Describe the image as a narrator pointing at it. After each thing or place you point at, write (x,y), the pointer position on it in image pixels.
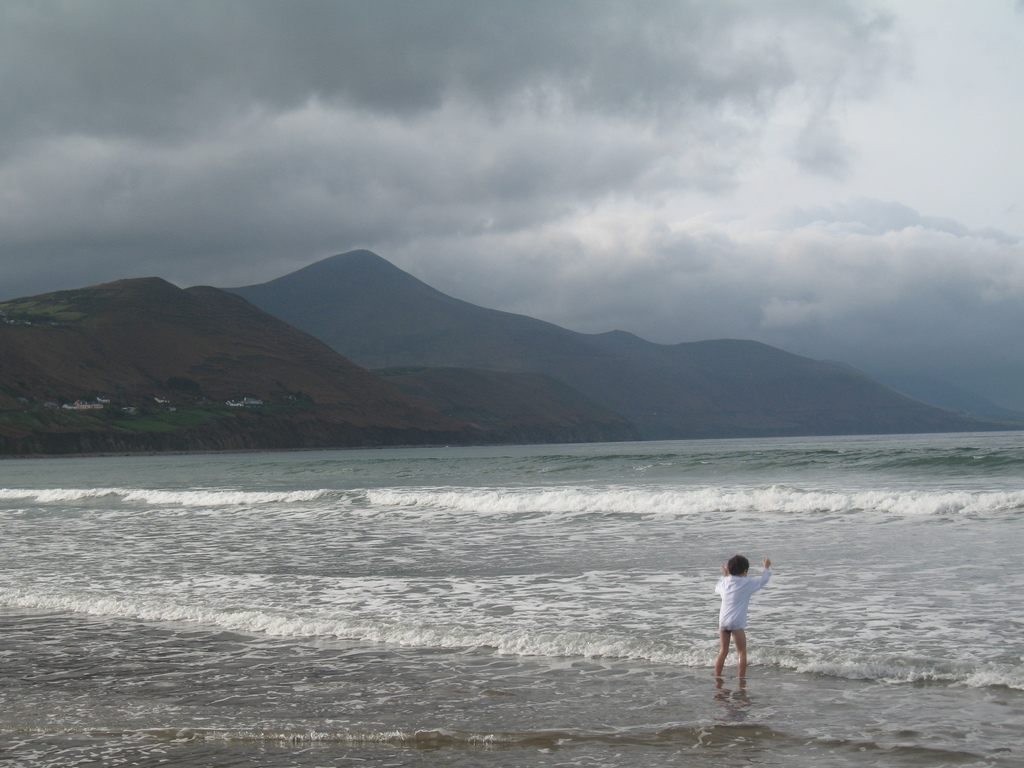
In this picture I can see a person (722,669) standing in front and I can see the water (397,538). In the background (22,341) I can see the mountains (390,316) and the cloudy sky (608,118).
